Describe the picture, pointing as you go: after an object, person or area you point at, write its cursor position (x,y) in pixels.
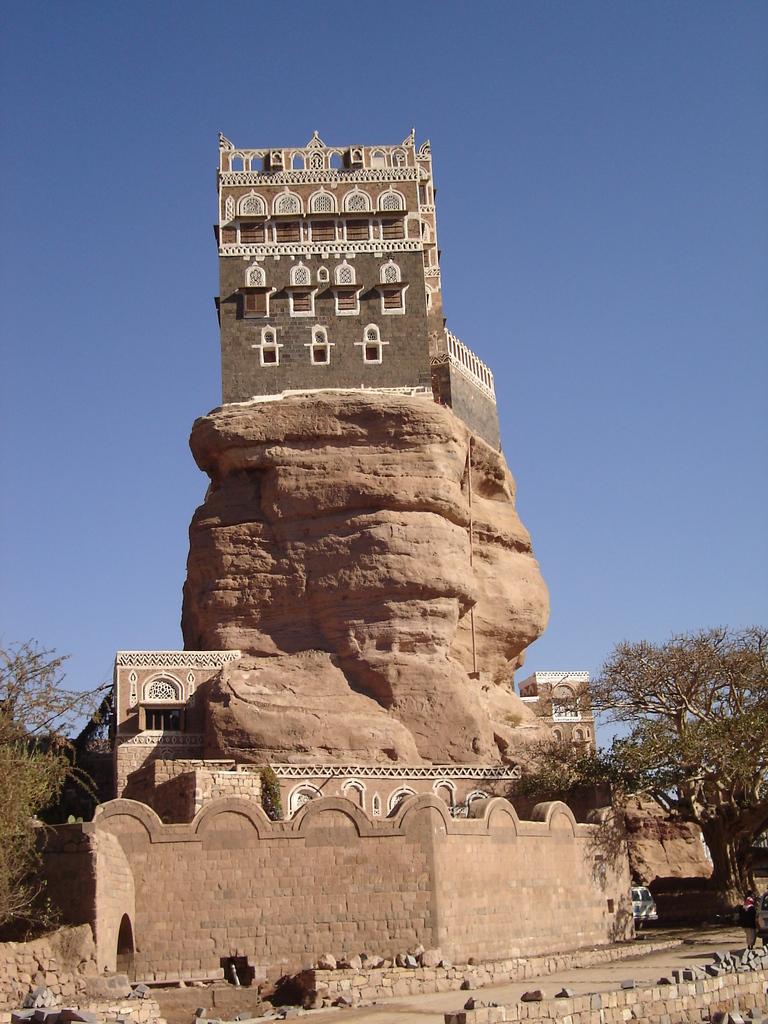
This image consists of a fort (340,771). At the bottom (342,920), we can see the wall (298,966) made up of rocks (413,973). To the left (22,815) and right, there are trees (55,666). At the top (54,126), there is a sky (141,161).
